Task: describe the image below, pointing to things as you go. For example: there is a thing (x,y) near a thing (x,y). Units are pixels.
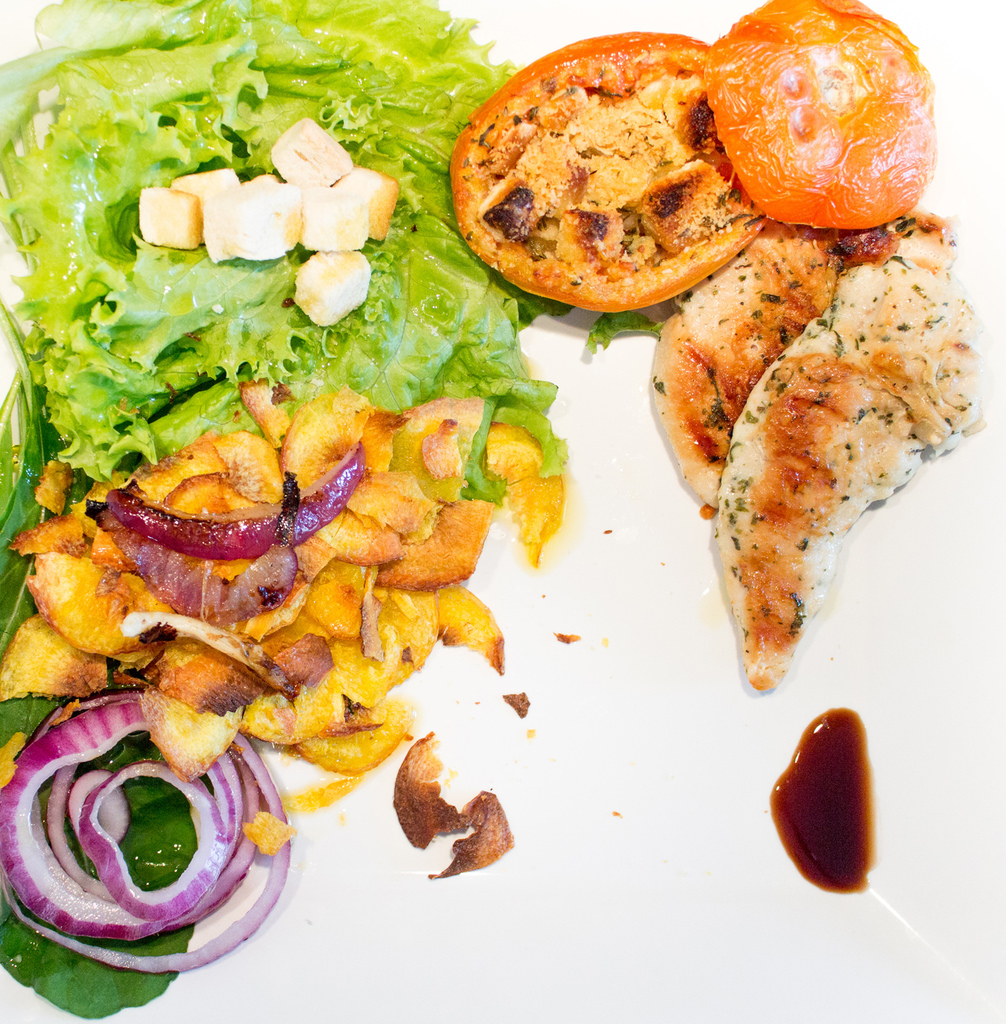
In this image there are some food items (754,661) and sauce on a plate (598,623).
